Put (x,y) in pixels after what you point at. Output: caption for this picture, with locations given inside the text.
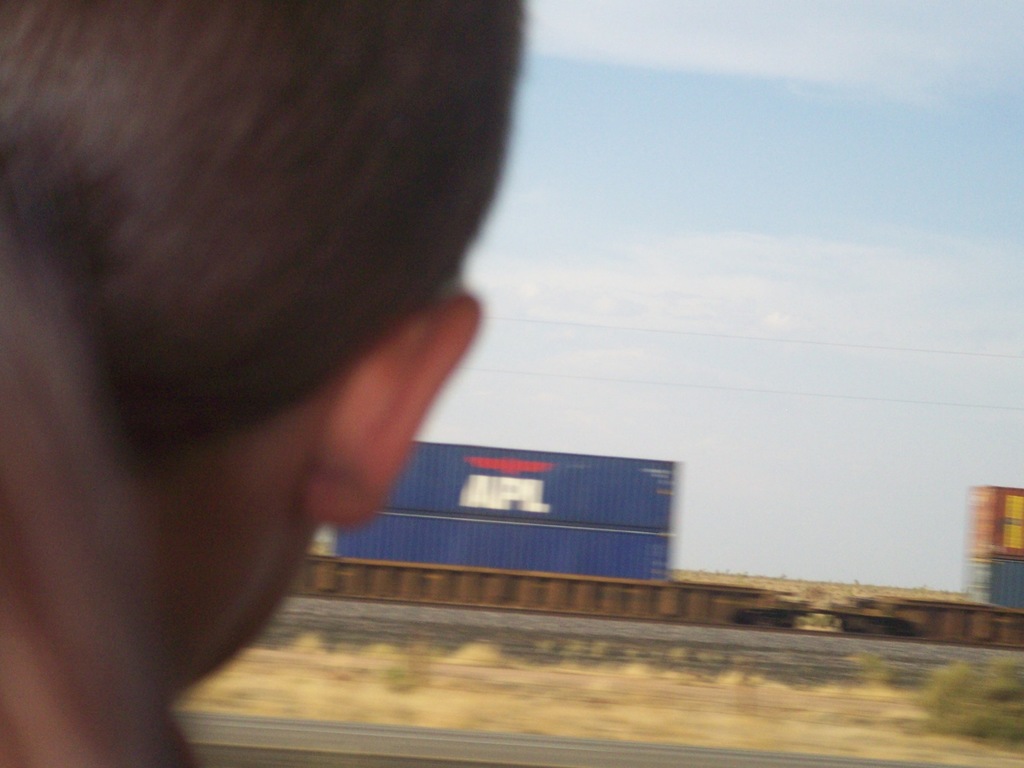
In this image we can see train (525,583) on the railway track (405,615). Left side of the image (222,393) one person (169,385) is there. Right top of the image (924,216) sky (715,307) is there with some clouds (747,257).
